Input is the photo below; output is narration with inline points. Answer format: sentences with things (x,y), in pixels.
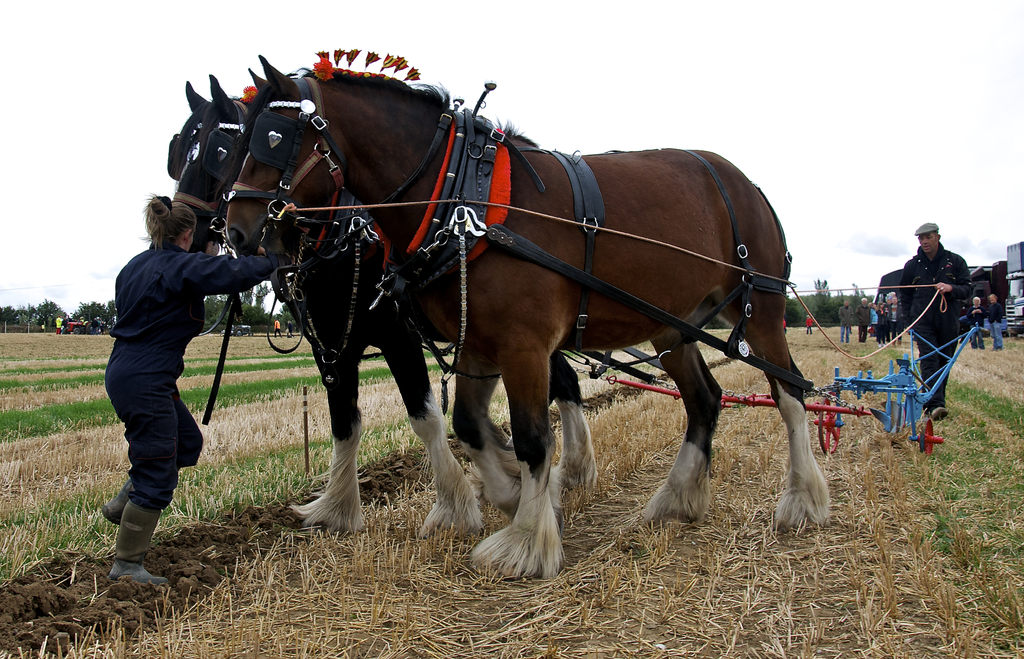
In this image I can see two horses (366,316) standing on the grass (487,580). These horses (322,274) are in brown and black color. I can see one person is holding the rope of the horse (566,314) and there is a person (168,303) in-front of the horse (654,263). To the side I can see few more people (846,338) standing and wearing the different color dresses (873,320). In the background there are many trees (83,329) and the white sky (497,29).
